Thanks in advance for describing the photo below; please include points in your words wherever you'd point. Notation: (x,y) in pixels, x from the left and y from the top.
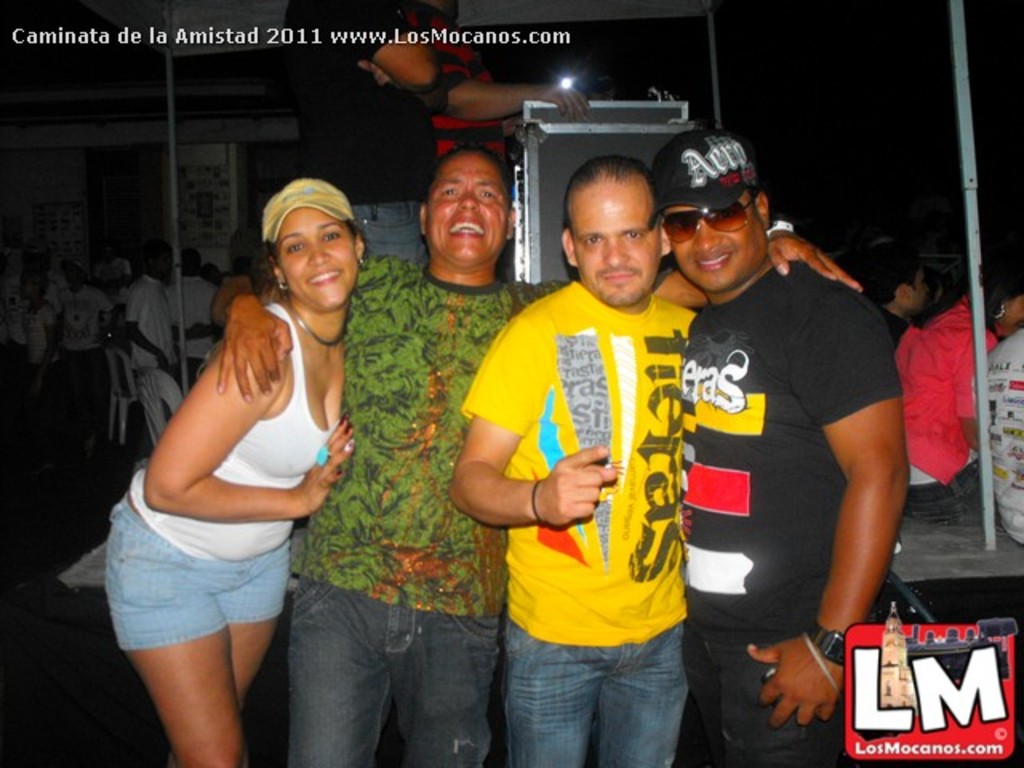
In this image there are people (489,484) posing for a photograph, in the background (963,329) there are people (963,329) standing and few (930,400) are sitting, in the bottom right (958,659) there is a logo (872,735), in the top left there is text (355,43).
